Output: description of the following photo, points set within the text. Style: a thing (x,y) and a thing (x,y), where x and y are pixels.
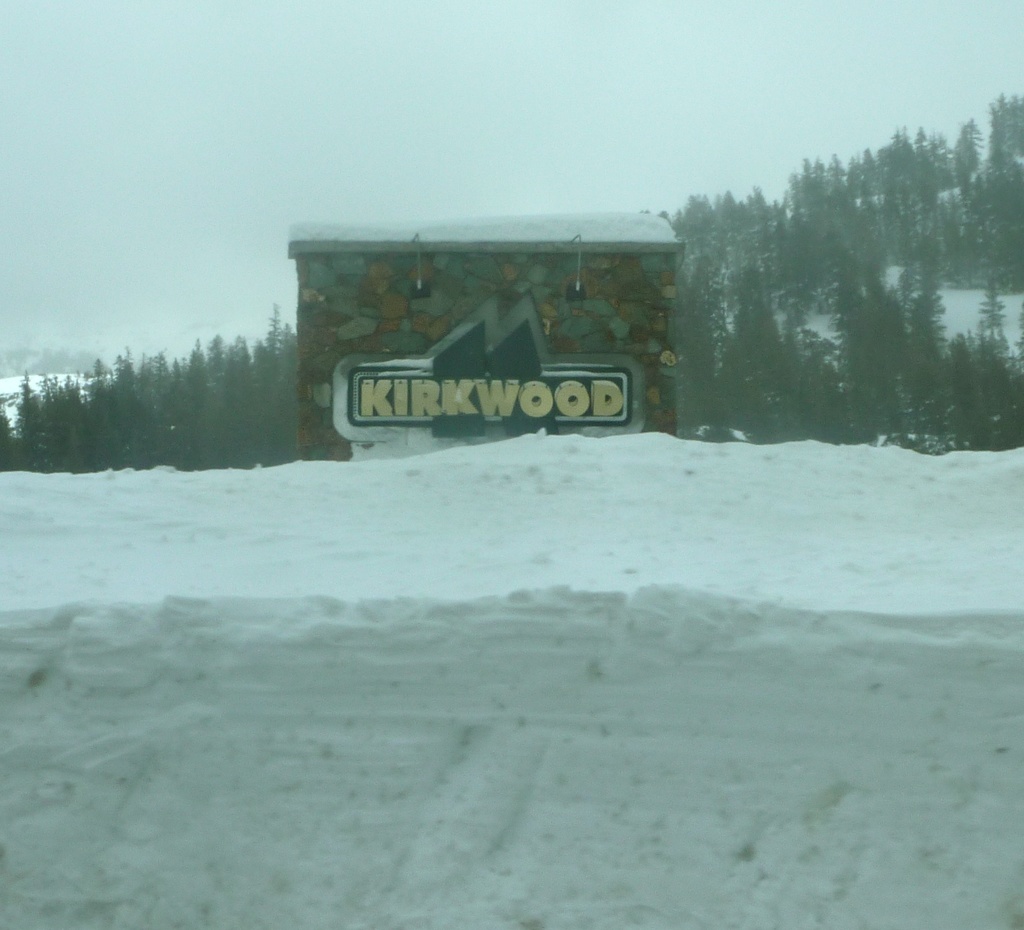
In this image in the center (388,371) there is one stone sign (400,343) and some text (425,403). At the bottom (607,750) there is snow (816,542), in the background (870,383) there are some trees (854,293) and mountains (898,273).
